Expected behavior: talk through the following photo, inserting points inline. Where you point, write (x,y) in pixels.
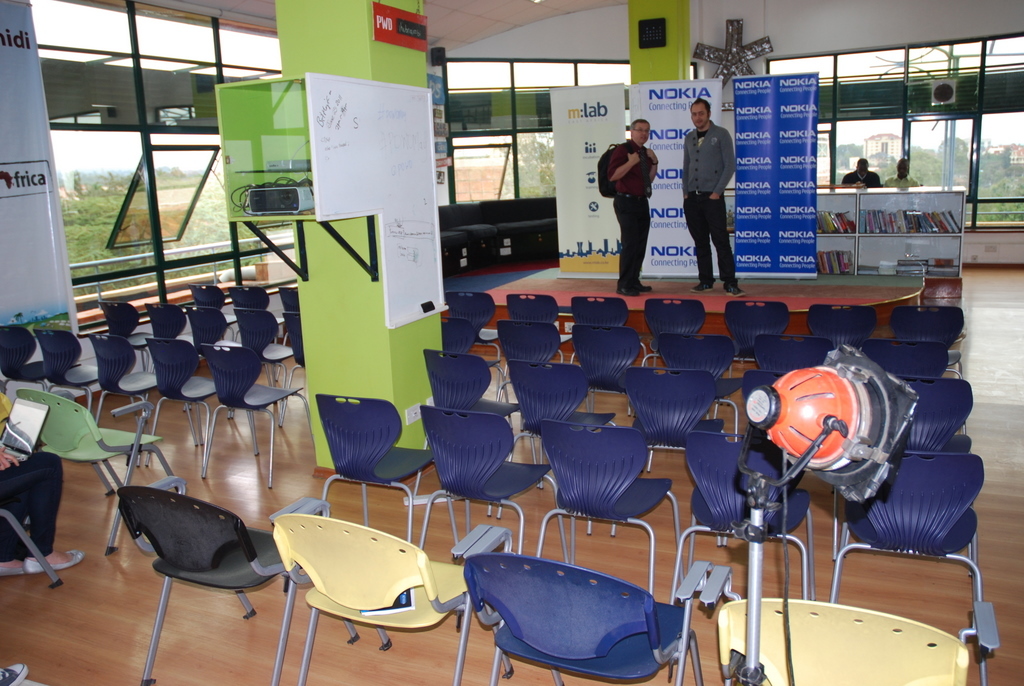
In this picture there are two persons (706,113) standing. At the back (940,207) there are two persons (862,162) behind the cupboard (953,205) and there are books (880,217) inside the cupboard (854,233). In the foreground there are chairs (331,532) and there is a light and there is a person (38,489) sitting on the chair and holding the laptop (25,413). There are devices (291,206) in the cupboard (294,100) and there is a board (414,133) on the wall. At the back (748,131) there are hoardings (753,264). Behind the windows (516,177) there are trees (527,188) and buildings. At the top (1023,57) there is sky (925,66).
